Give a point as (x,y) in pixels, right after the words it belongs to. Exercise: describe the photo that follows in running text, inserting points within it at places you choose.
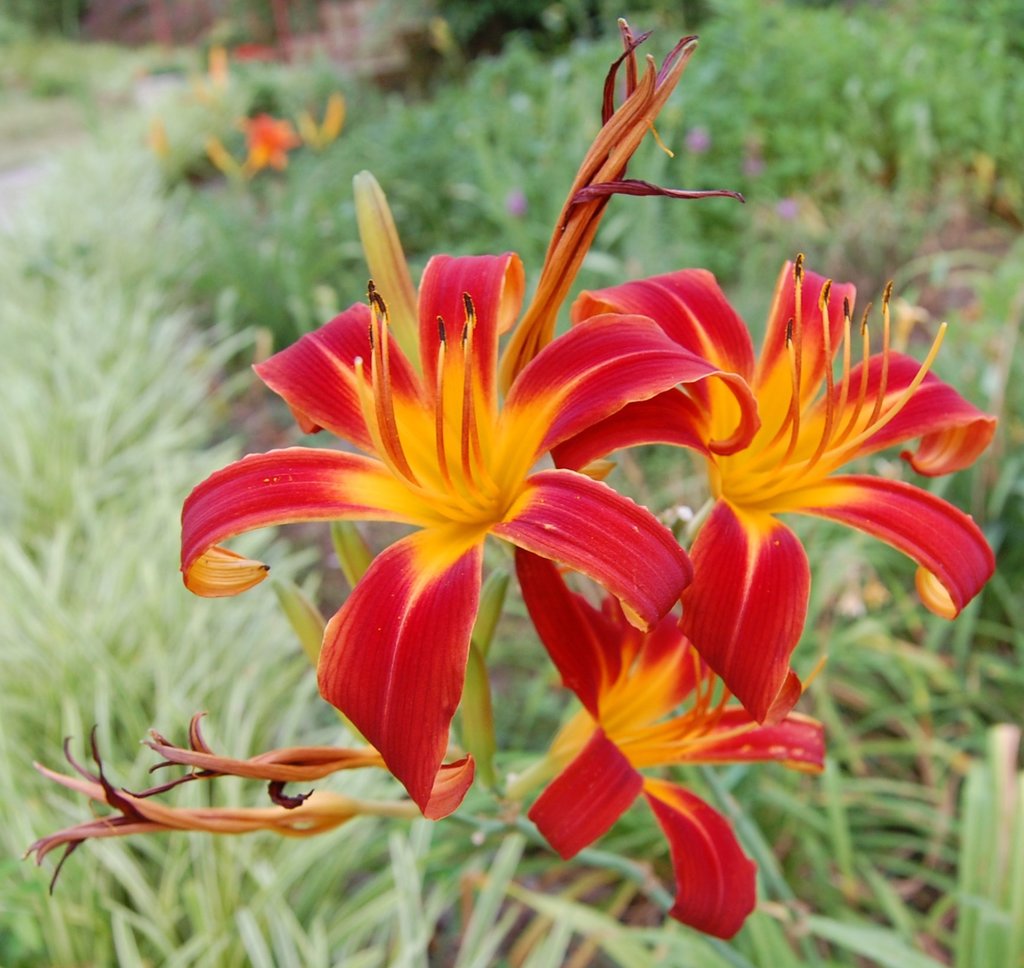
In this image we can see flowers (723,505), and plants (345,227) in the background (480,235).
